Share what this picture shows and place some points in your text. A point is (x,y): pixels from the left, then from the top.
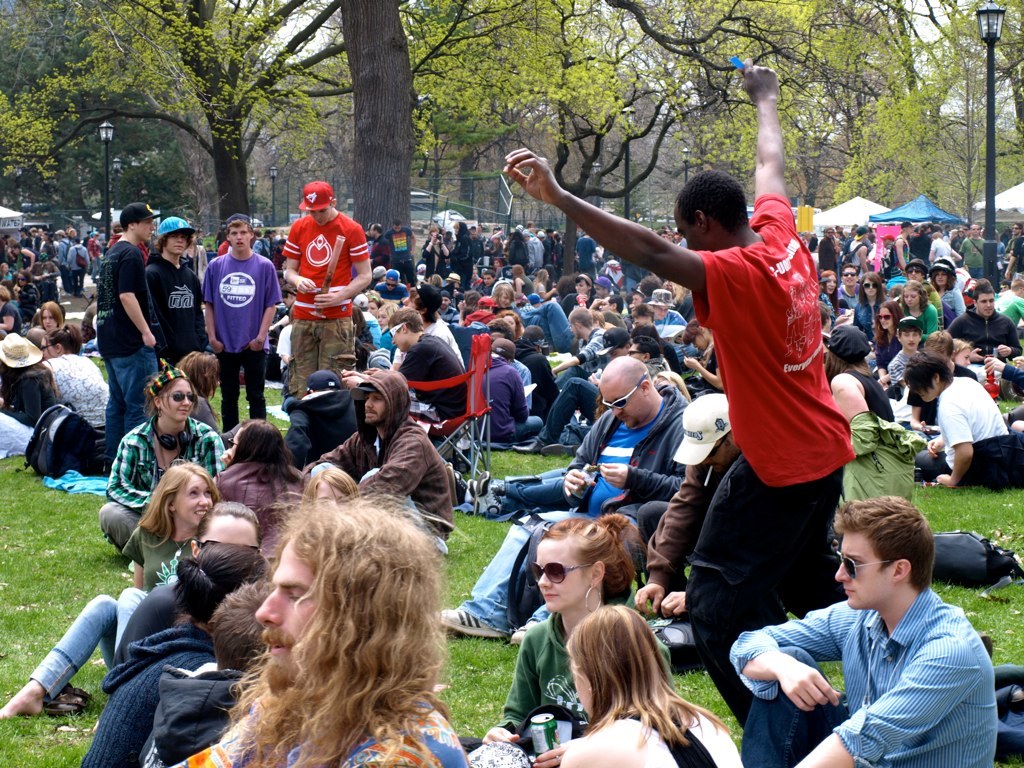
In this image we can see people (783,350) sitting and standing on the ground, parasols (920,210), trees (286,130), street poles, street lights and sky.
